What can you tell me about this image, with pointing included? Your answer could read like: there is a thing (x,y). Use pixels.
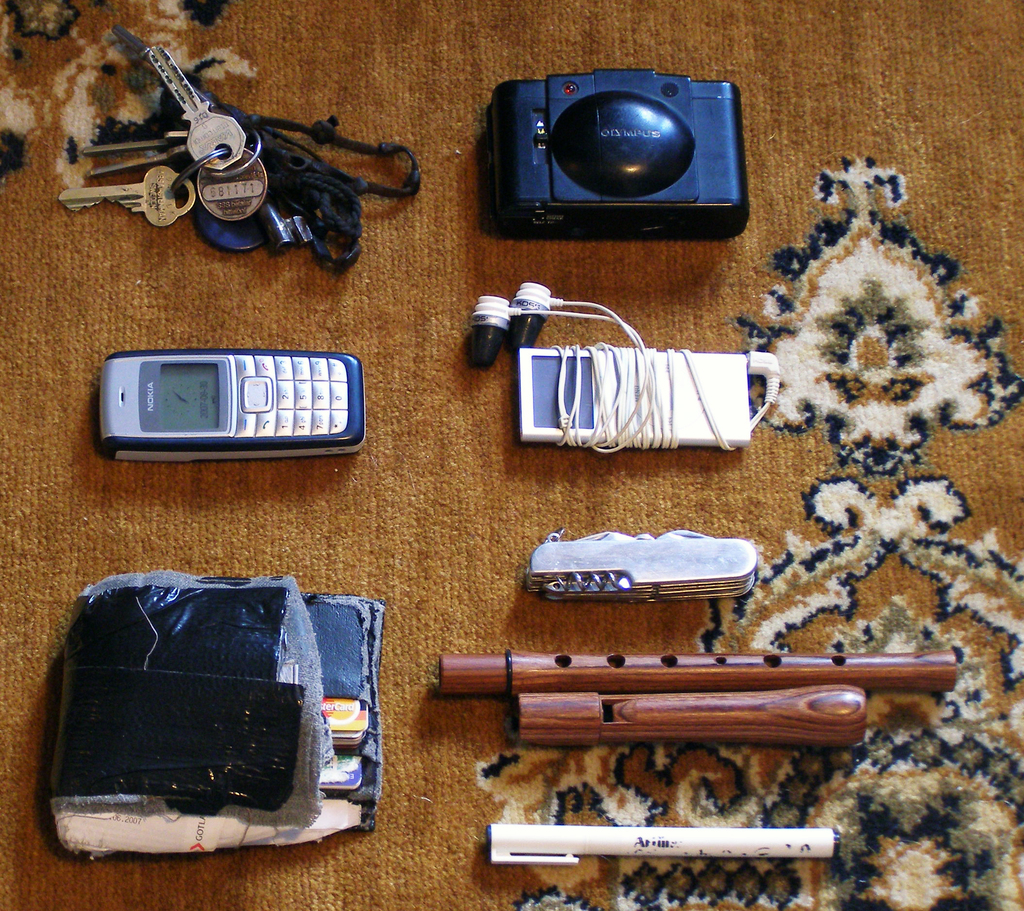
In the image there are keys (216,120), mobile phone (234,402), iPod (723,381) with earphones (617,359), camera (607,121) and a wallet (301,694) and other objects (703,559).
